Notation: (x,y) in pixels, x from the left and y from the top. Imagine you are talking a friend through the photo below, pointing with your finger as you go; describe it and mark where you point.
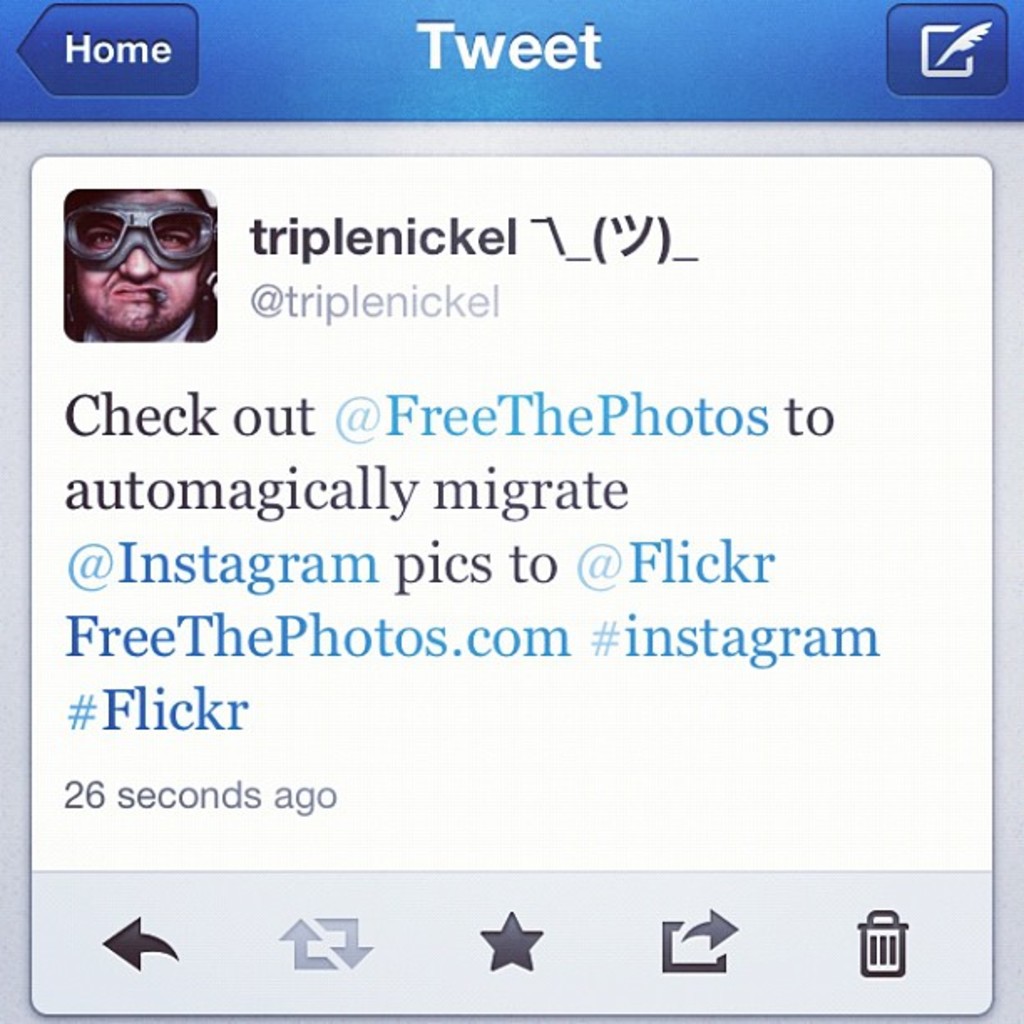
In this picture we can see snapshot of a website (474,440), in which we can see some text (273,581) and image (154,271) of a person (143,257).
